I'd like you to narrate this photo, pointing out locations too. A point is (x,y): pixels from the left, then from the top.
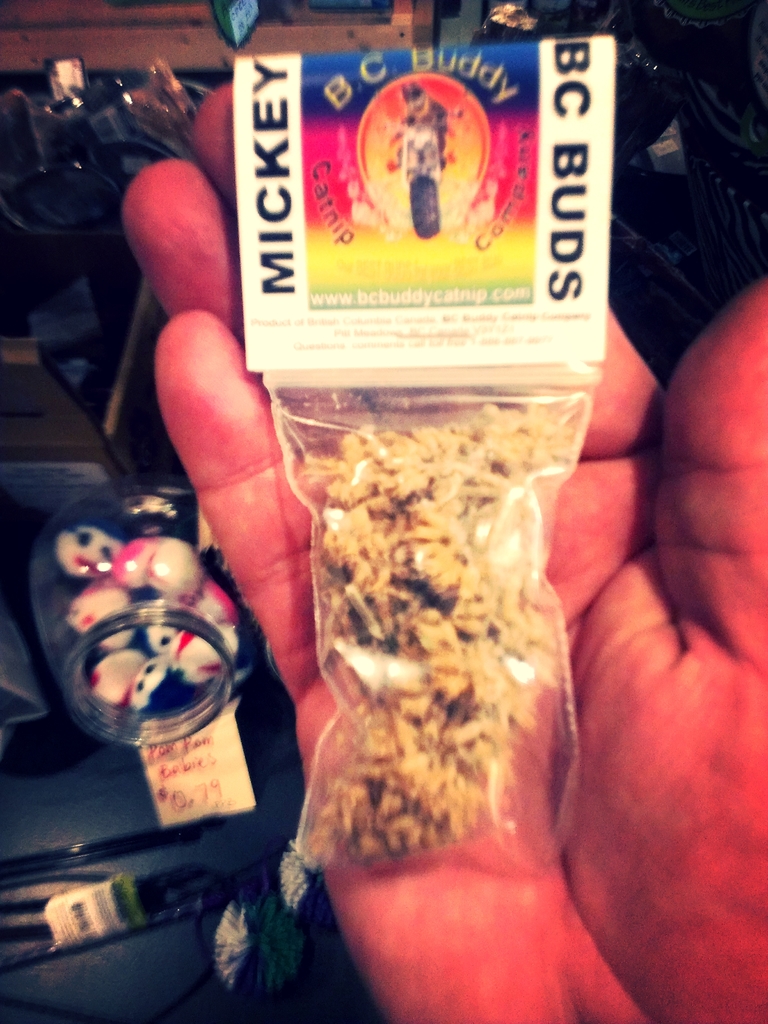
In this picture we can observe a packet (371,450) in the human hand (542,821). We can observe a glass bowl (67,617) on the left side (98,604). There is a paper (193,754) near this bowl (146,657). In the background (203,866) we can observe a table (119,746) on which some accessories (88,111) are placed.
